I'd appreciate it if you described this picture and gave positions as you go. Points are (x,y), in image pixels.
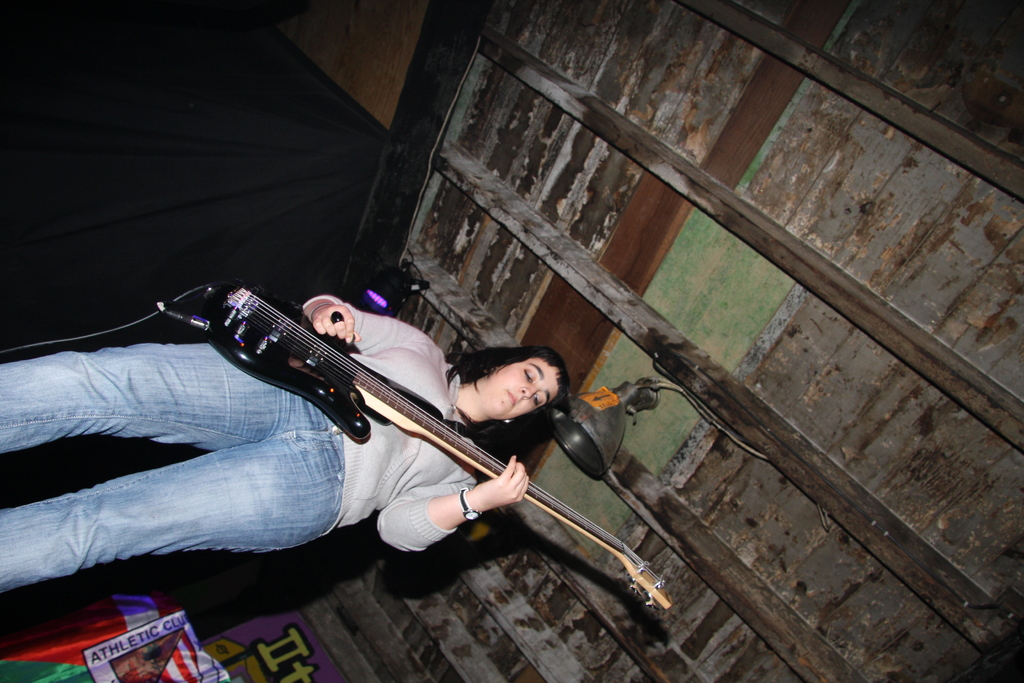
The lady (489,377) is standing with a guitar (358,394) in her hand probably playing the guitar (343,367) and there is a banner (181,634) behind her, the roof (778,495) is quite old.
